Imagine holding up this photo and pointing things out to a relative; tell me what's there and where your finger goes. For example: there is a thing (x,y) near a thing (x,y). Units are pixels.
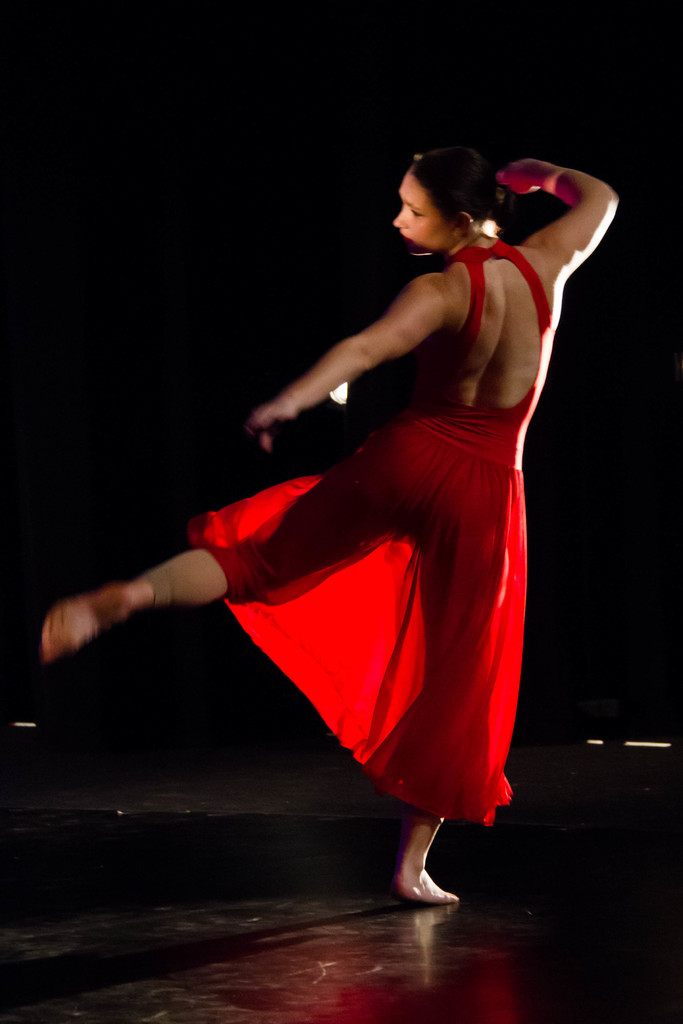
In this image we can see a lady (335,470) dancing. In the background (546,705) it is dark.
